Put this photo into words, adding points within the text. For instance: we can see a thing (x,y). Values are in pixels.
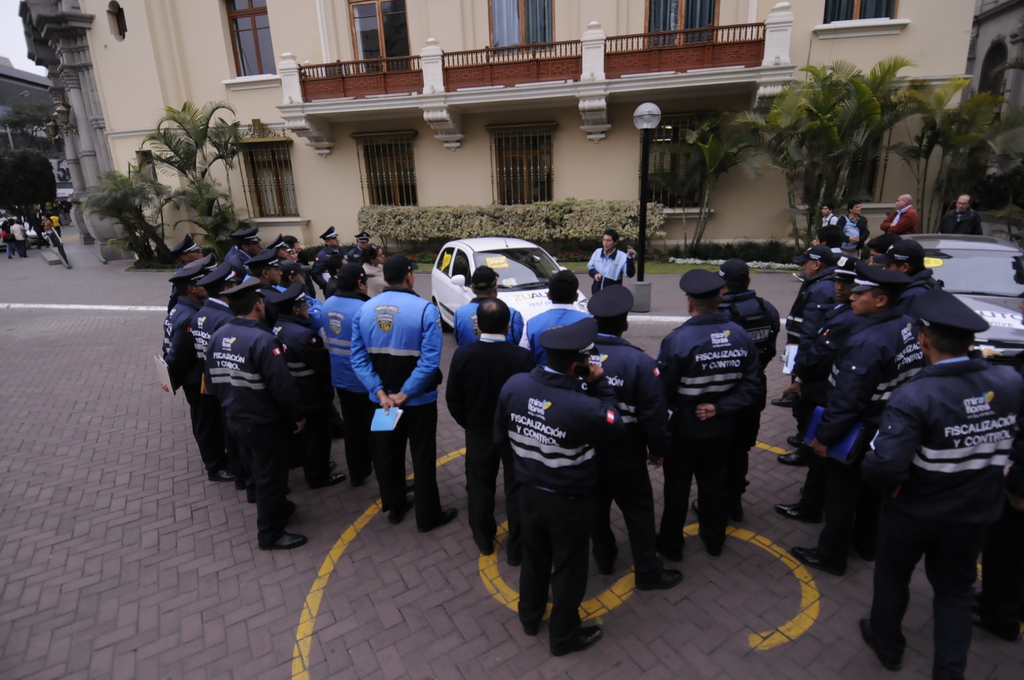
In the foreground (1018,492) I can see a crowd (976,522) is standing on the road (777,522) and vehicles (434,282). In the background (941,215) I can see buildings (576,90), trees (124,190), fence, windows (367,144), plants (539,213) and the sky (20,33). This image is taken during a day on the road (13,611).
